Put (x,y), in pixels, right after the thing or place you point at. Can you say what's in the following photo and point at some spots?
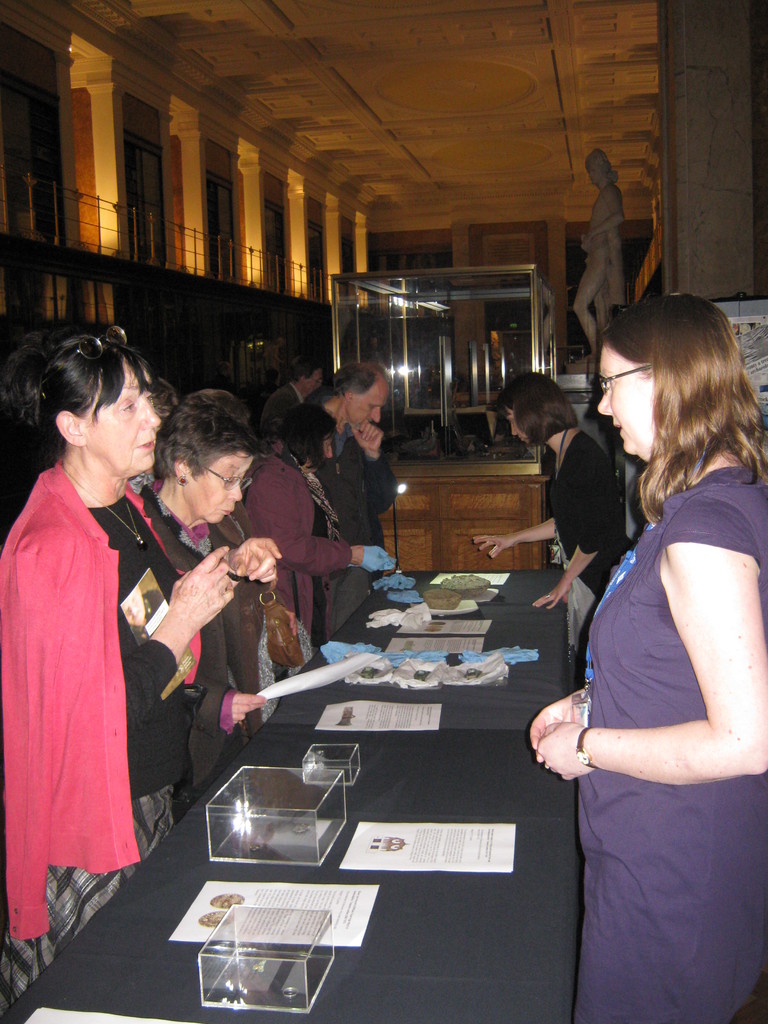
At the bottom of the image (178,893) there is a table (524,705) with papers (406,831), glass boxes (284,782) and some other items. There are few ladies (255,599) standing. In the background (606,257) there is a statue (587,270) and also there is a big glass box (474,457) on the wooden object (519,516). At the top of the image (330,212) there are pillars (333,251) and railing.
